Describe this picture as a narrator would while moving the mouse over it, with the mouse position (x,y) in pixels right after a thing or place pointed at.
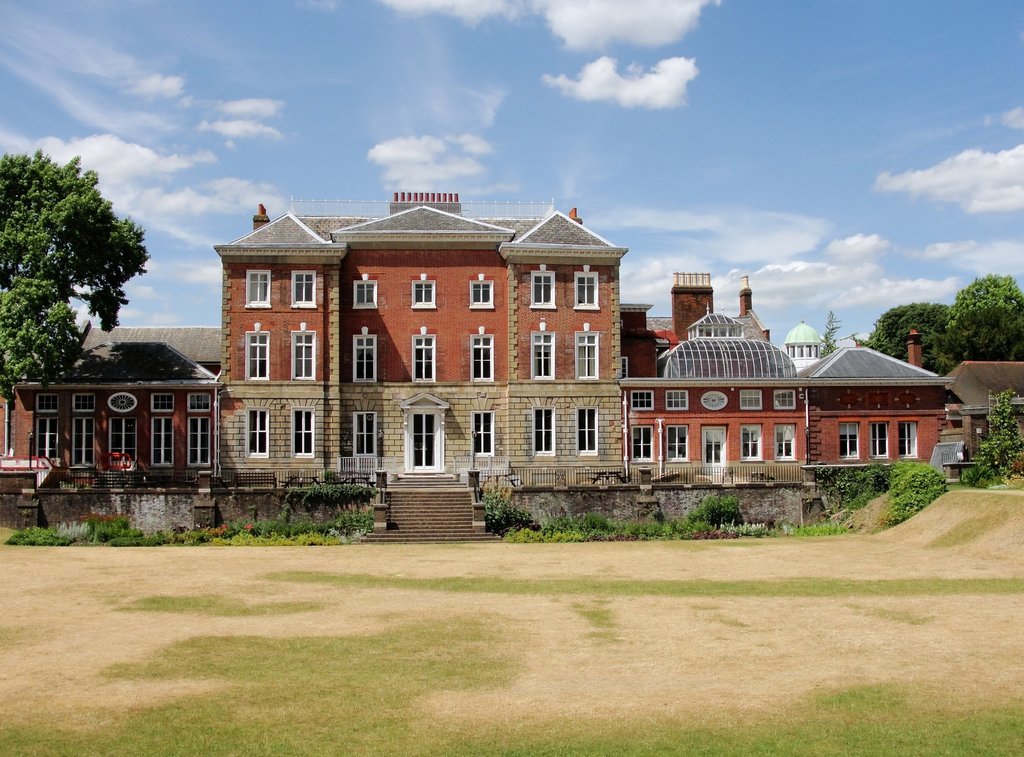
In this image I see a building (359,364) which is of grey, white, orange and light brown in color and I see windows (484,340) and doors (438,469) and I see the ground (640,545) on which there is grass (314,643), plants (813,530) and I see the steps (454,511) over here. In the background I see the trees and the cloudy sky (652,144).
